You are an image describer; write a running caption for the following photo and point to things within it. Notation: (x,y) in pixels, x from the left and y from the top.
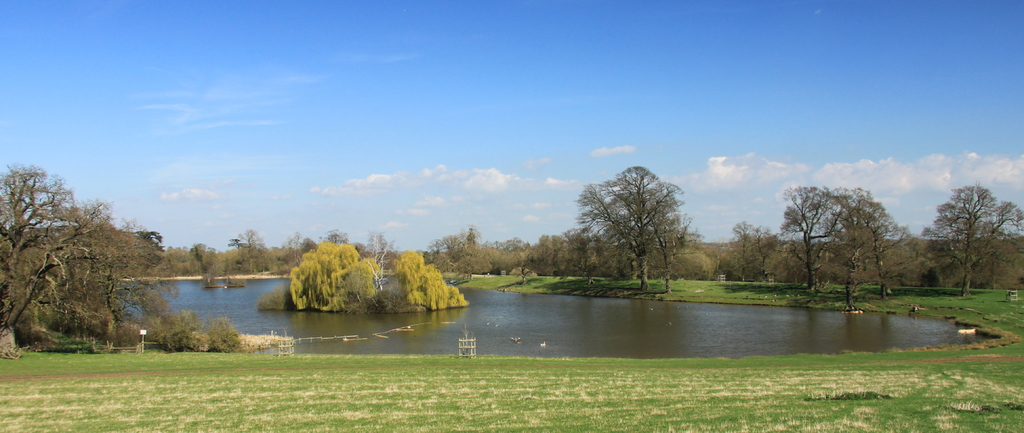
In this image there are trees (803,226) and we can see water (493,314). At the bottom (464,404) there is grass (510,408). In the background (520,161) we can see sky (481,120).
